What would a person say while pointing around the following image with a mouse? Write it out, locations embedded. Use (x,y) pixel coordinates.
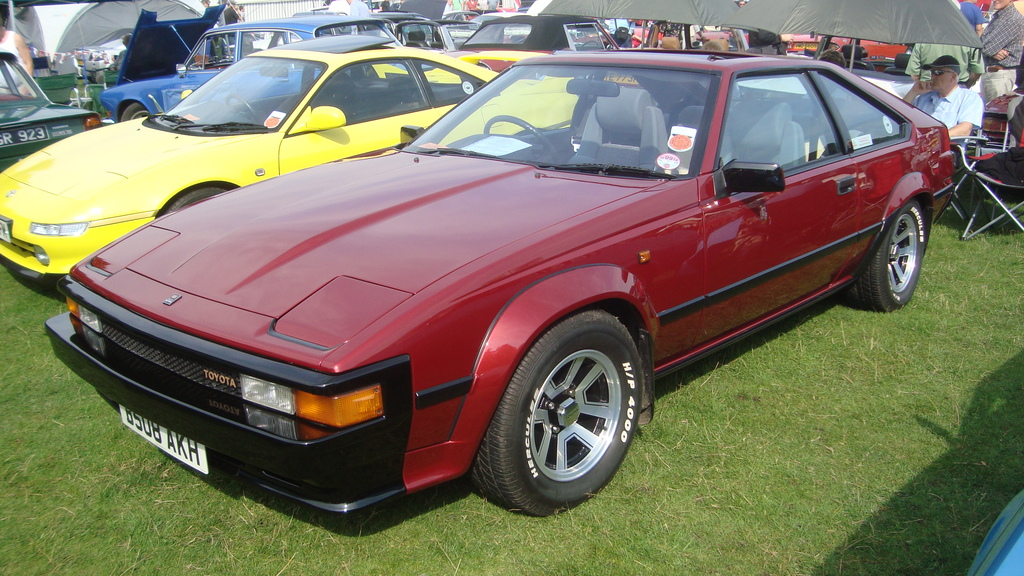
In this image there are so many vehicles (839,155) parked on the surface (574,553) of the grass (552,531), there are a few canopies (876,17), beneath that there are a few people (948,76) sitting on the chairs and few are standing.
